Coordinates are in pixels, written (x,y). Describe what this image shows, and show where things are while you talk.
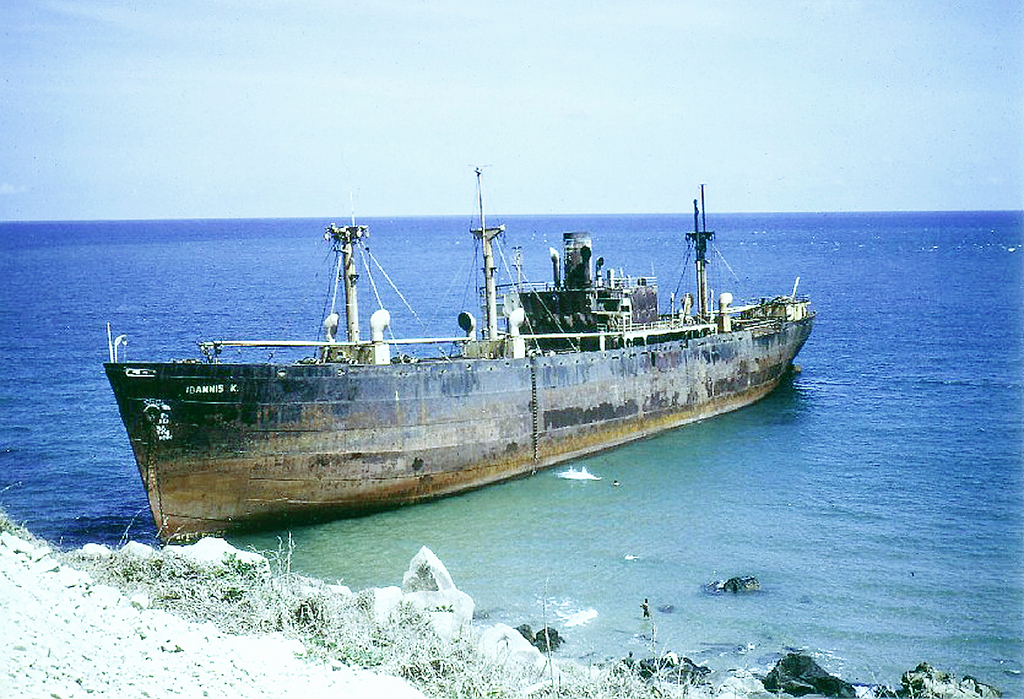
In this image we can see a ship (516,444) is floating on the water (971,366). Here we can see rocks (813,687) and grass (459,656) and in the background (97,117), we can see the plain sky (452,151).
